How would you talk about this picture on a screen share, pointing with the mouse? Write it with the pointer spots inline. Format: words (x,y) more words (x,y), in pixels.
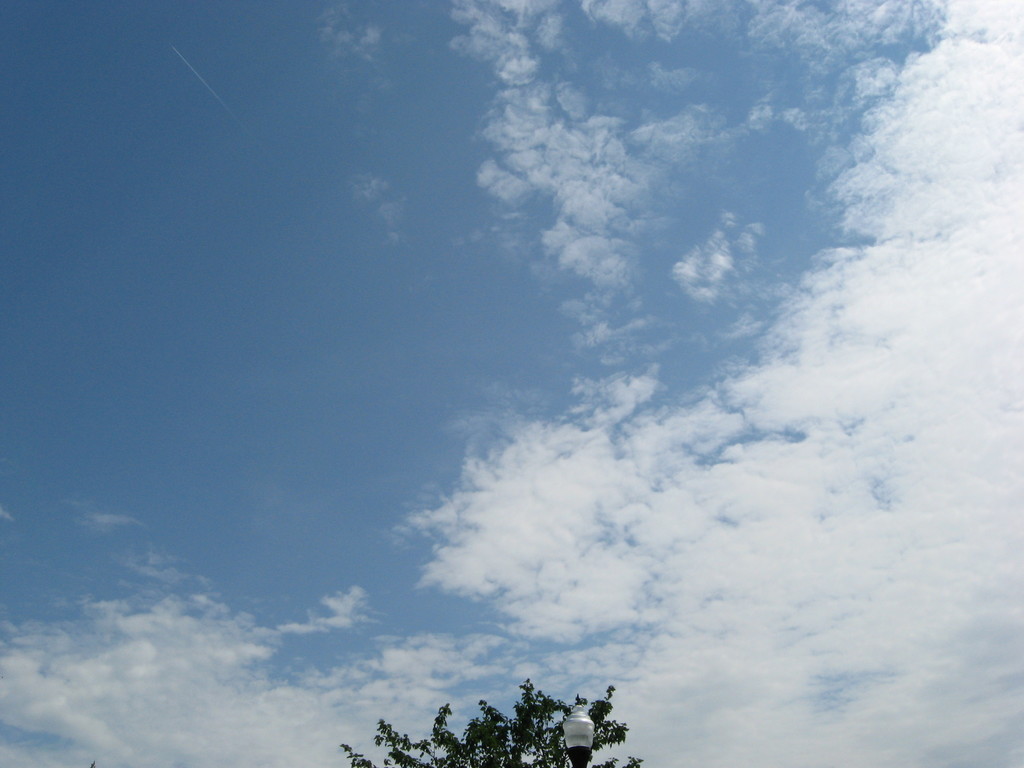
In this picture I can see the leaves (491,707) and a light pole (565,724) on the bottom side of this picture (536,714). In the background (142,271) I can see the cloudy sky (533,323).
